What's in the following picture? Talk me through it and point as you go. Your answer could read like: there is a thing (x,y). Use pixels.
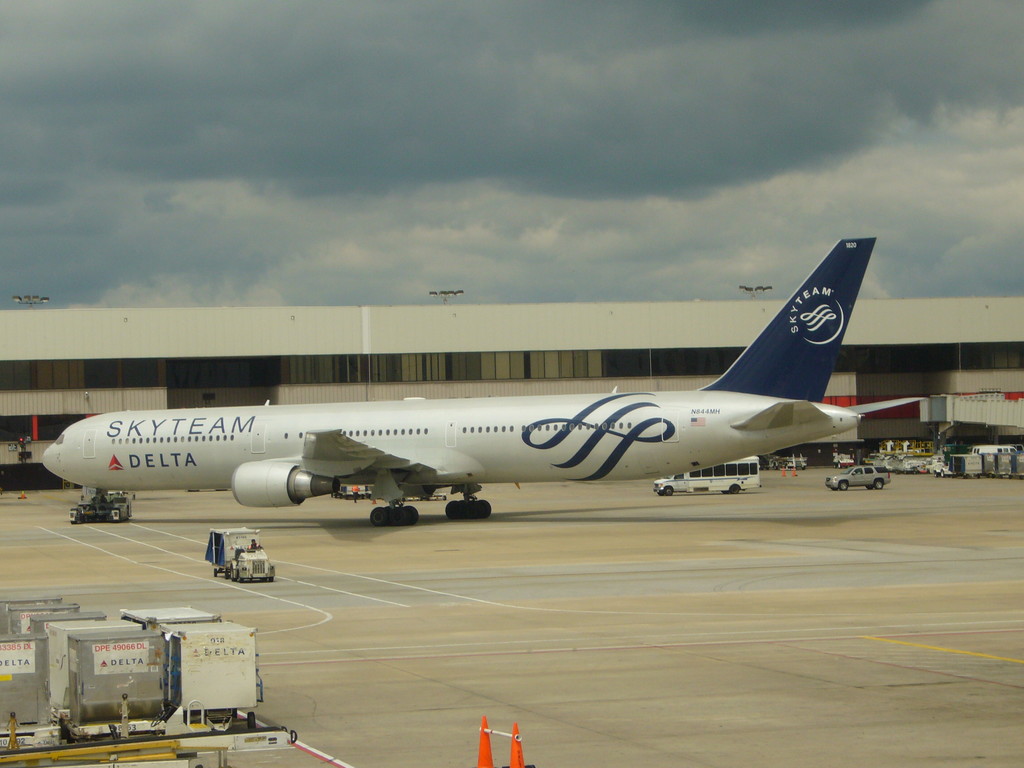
In this image we can see an airplane (477,469), vehicles (981,449) and other objects (995,421). In the background of the image (560,318) there is the building (687,327), lights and other objects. At the top of the image (474,180) there is the sky (530,92). At the bottom of the image (672,681) there is the floor (654,691) and an object (482,755). In the background of the image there are some objects (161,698).
